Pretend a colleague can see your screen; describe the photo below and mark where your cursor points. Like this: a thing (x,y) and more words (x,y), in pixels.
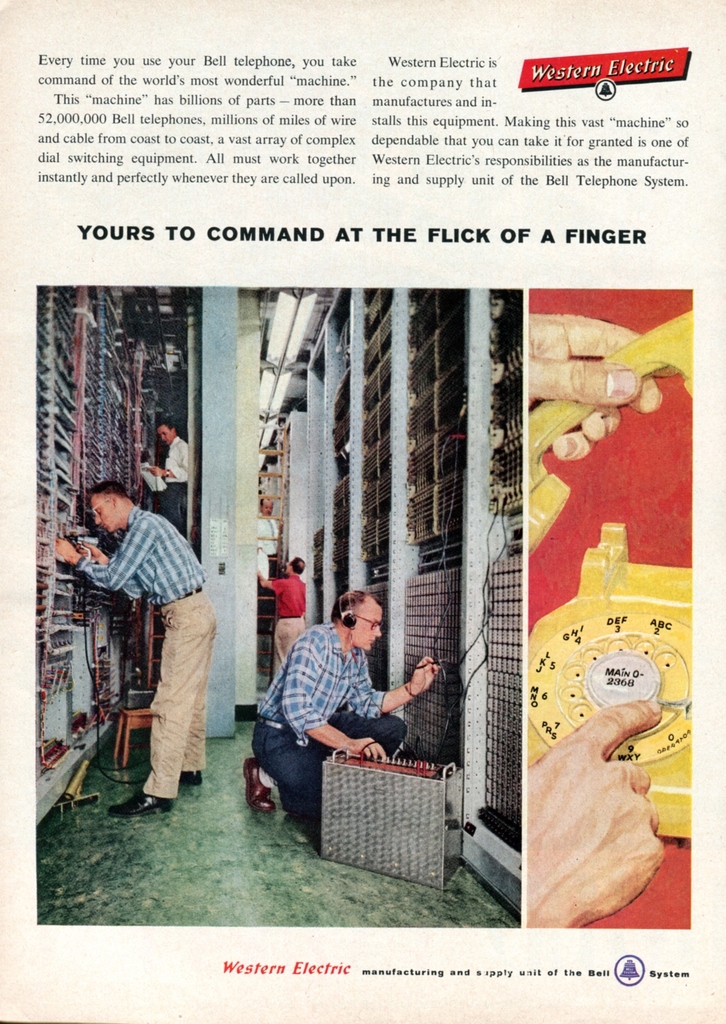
In this image I can see the collage image. I can see few people (154,564) are holding something. I can see few objects (447,588) in the racks (474,579) and one person (589,807) is holding yellow color telephone (626,649) and something is written on the image.
